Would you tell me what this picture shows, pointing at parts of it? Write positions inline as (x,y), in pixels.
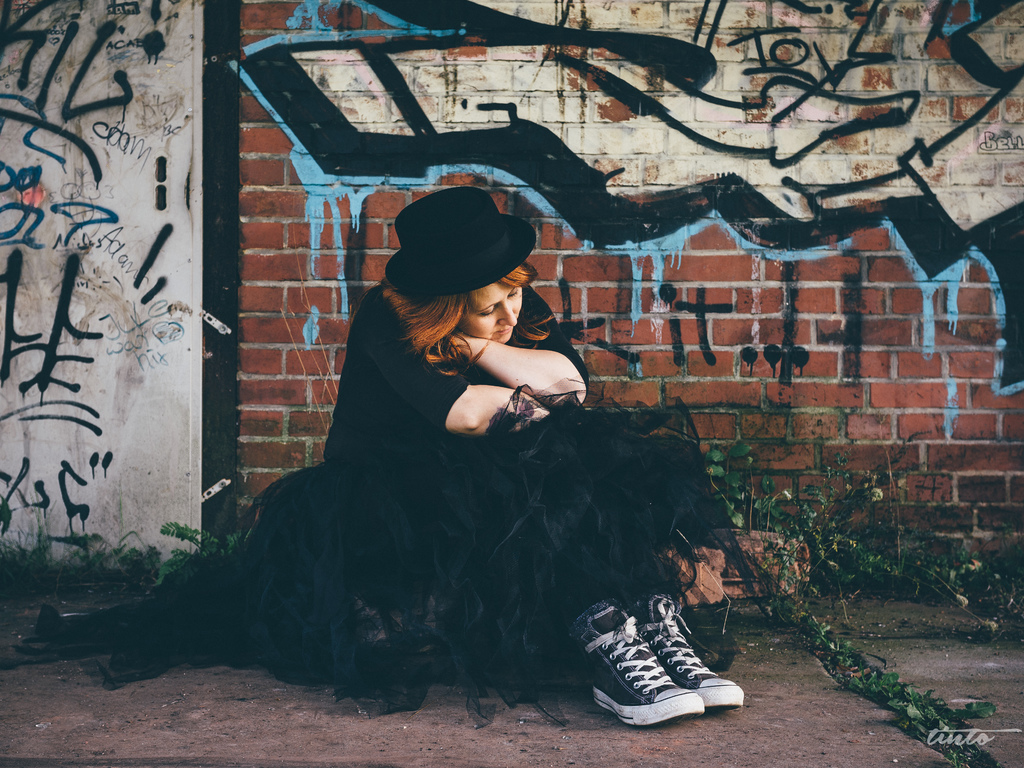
This image is taken outdoors. At the bottom of the image (263,742) there is a ground (774,725). In the background (70,174) there is a wall (321,411) with a few paintings (355,158) and graffiti (143,267) on it. In the middle of the image (473,429) a woman (452,516) is sitting on the ground (940,606) and there are a few creepers (805,537).
